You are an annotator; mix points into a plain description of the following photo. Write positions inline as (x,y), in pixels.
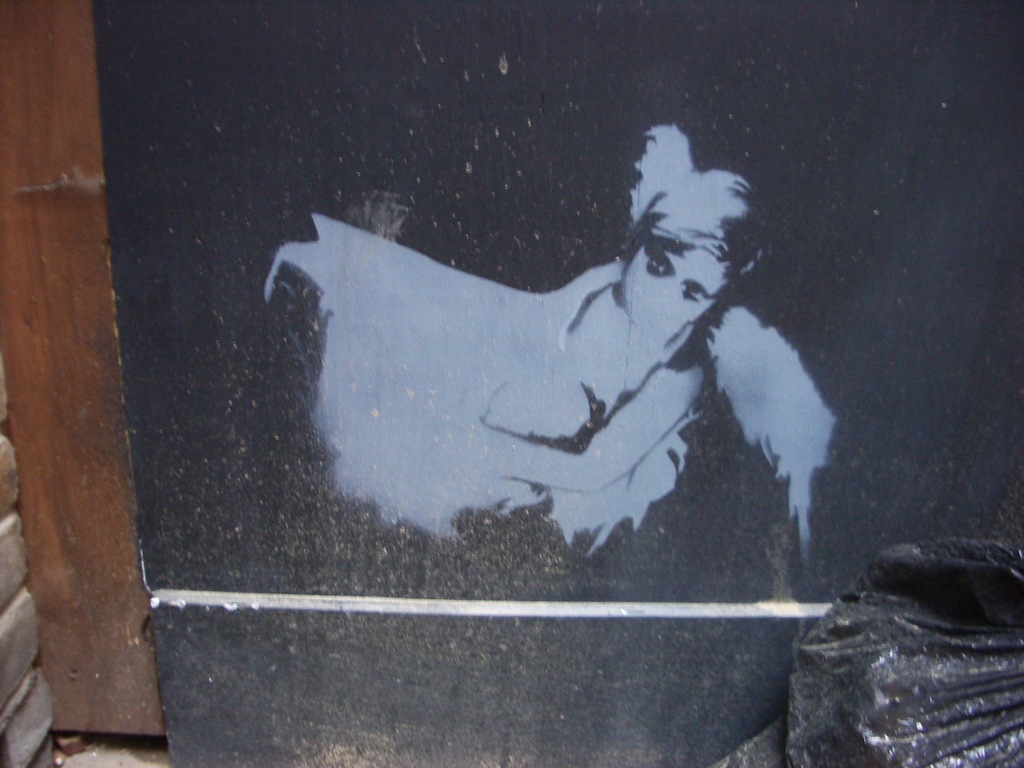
In this image we can see a painting (645,364) on an object (585,380). There is an object (934,700) at the right side of the image (961,734).
